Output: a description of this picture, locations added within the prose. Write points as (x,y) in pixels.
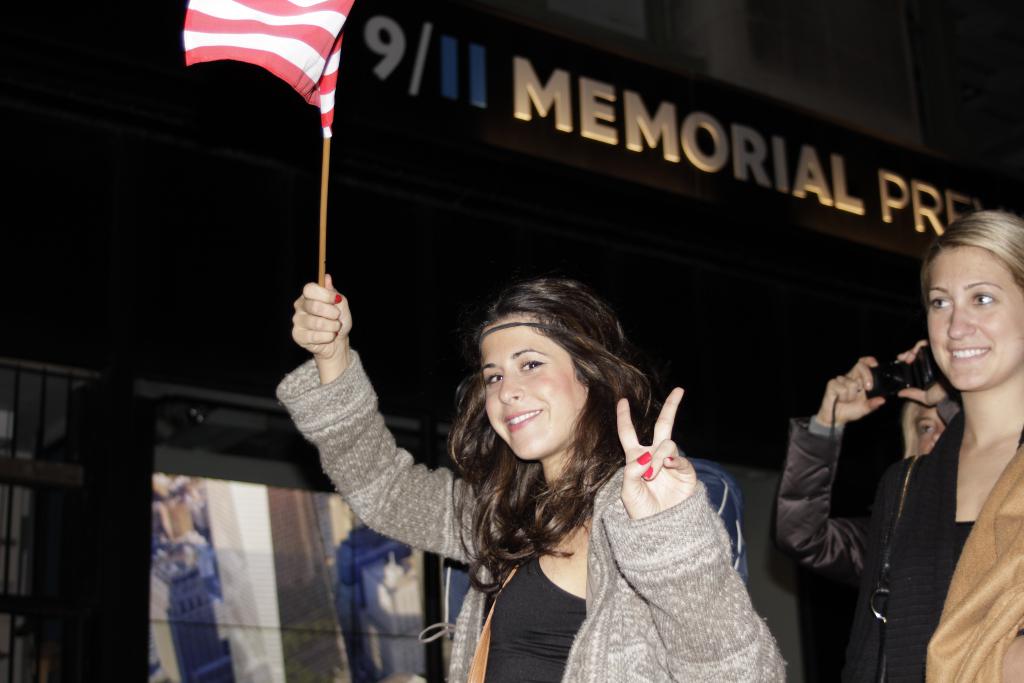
In the center (587,331), there is a woman (708,587) in a gray color jacket (711,584), smiling, holding a flag (319,17) with a hand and showing a symbol (676,451) with the other hand (671,398). Behind this person (671,530), there is another woman (1021,246) in a black color jacket (933,546), smiling. Behind this woman (970,522), there is a person (933,452) holding a camera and capturing. In the background (634,62), there is a screen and there is a hoarding (913,195).
